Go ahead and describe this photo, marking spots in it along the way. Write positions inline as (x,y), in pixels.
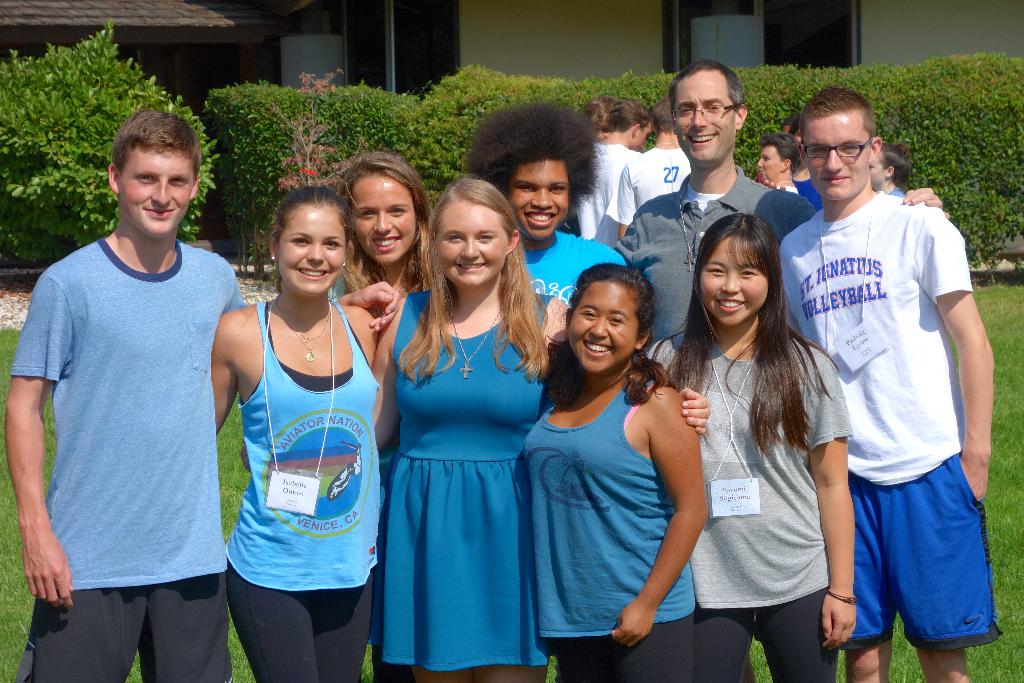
In this picture there are people (743,304) those who are standing in the center of the image (591,250) on the grassland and there are other people (581,219) behind, there are houses (697,33) and plants (752,136) in the background area of the image (948,106).
